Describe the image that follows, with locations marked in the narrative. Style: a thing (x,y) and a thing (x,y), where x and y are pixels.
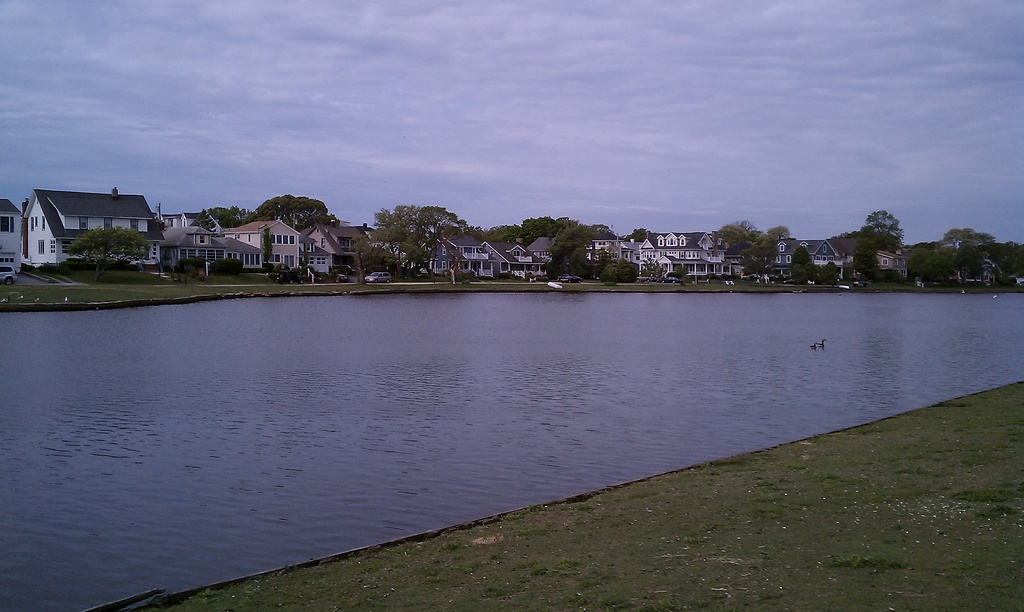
On the left side (209,508), there is water (427,409). On the right side (748,508), there is ground (902,520). In the background (960,273), there are buildings (309,238), trees (995,238), vehicles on the road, grass (55,288) on the ground (625,285) and there are clouds (567,56) in the sky (676,81).
